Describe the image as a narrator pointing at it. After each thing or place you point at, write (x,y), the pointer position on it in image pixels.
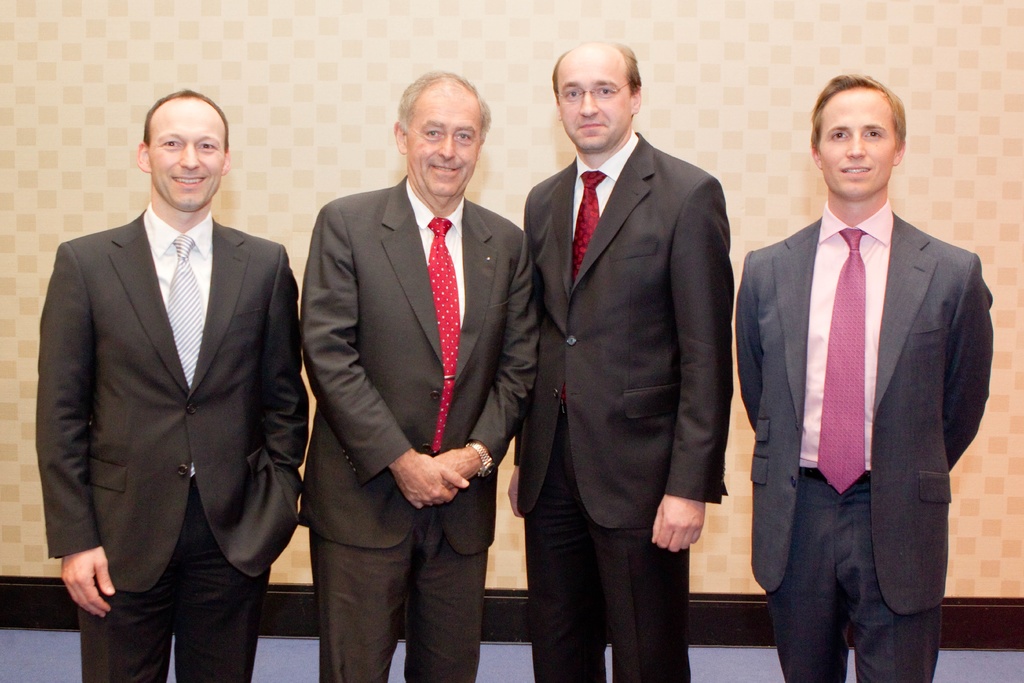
In the center of the image (626,314) we can see men (700,459) standing on the floor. In the background (459,70) there is wall (343,26).
